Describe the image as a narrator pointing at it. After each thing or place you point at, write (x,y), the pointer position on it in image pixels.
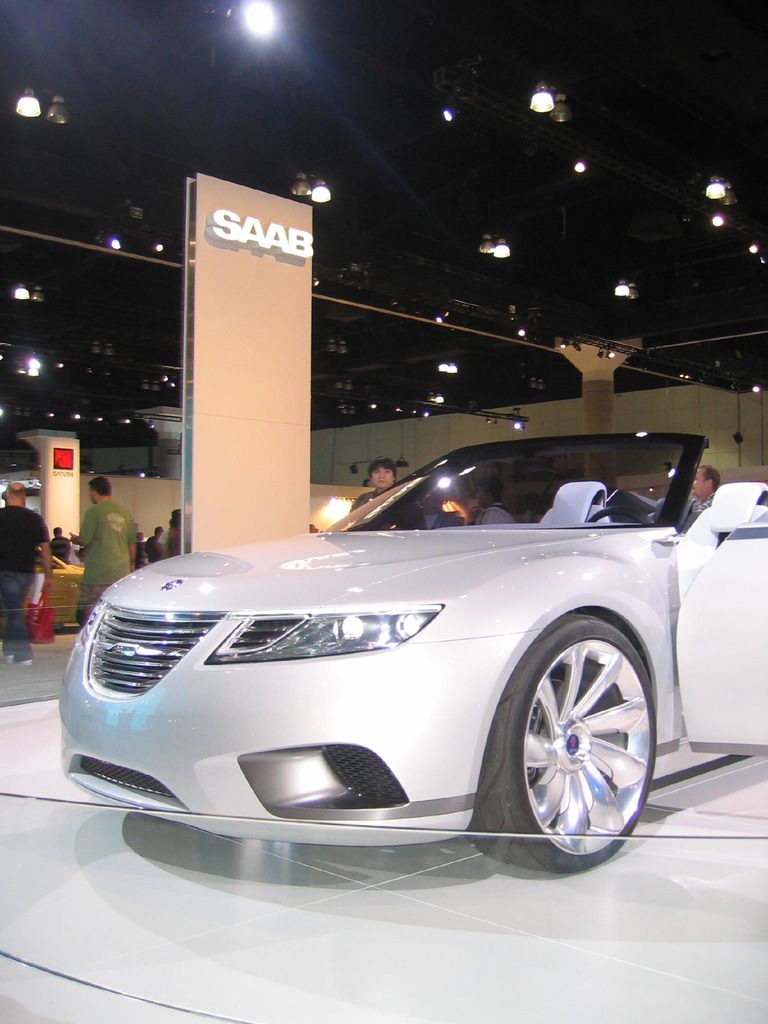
In this picture we can see the car (444,586) in the showroom (149,510). Behind there are some persons (172,517) standing and watching them. On the top ceiling (584,238) we can see the lights (618,292).
